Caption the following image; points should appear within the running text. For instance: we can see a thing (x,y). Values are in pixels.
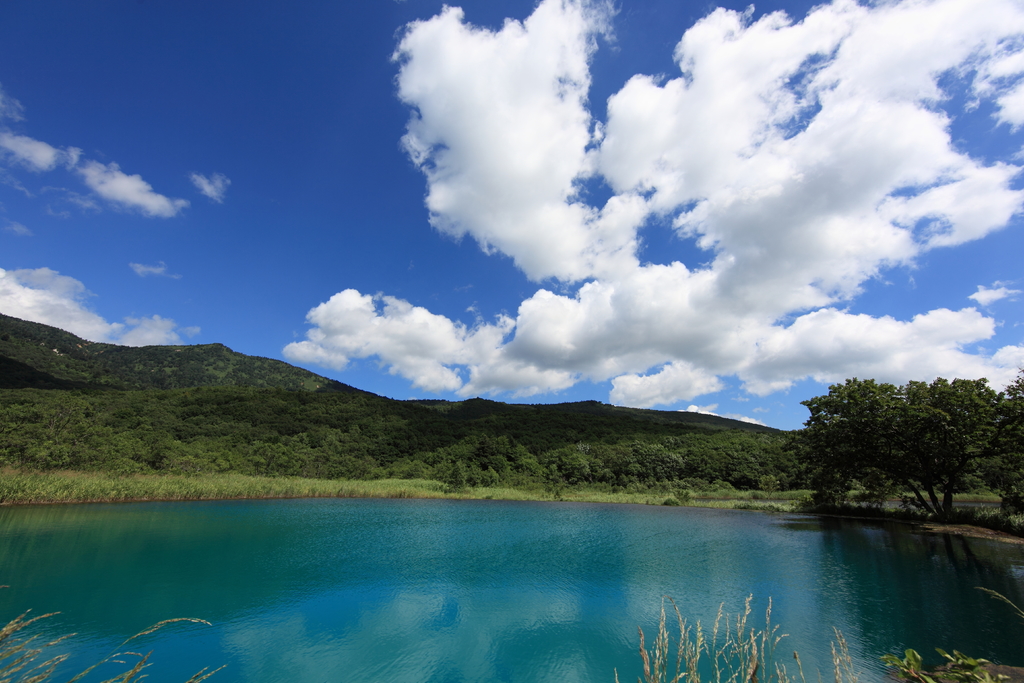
This image is taken outdoors. At the top of the image (486,143) there is the sky (502,82) with clouds (733,299). At the bottom of the image (316,576) there is a pond (349,569) with water (532,599). In the background (641,480) there are many trees (210,418) and plants (722,489) on the ground (709,489) and there is a ground (980,495) with grass (440,485) on it.
